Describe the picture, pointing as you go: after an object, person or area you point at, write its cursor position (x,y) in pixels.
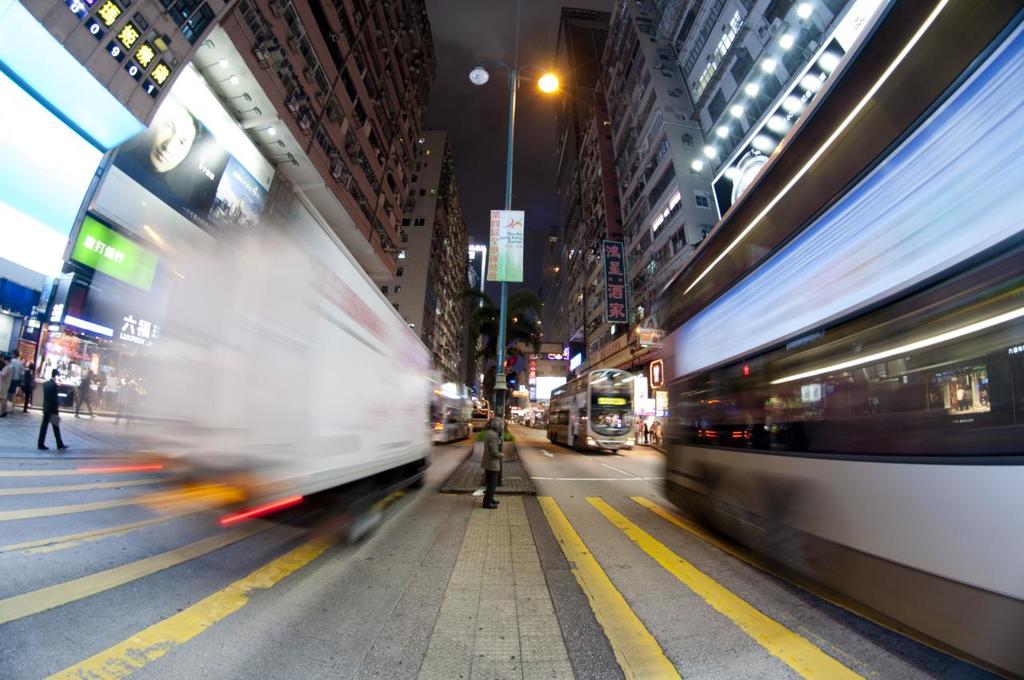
In this image there are some buses (976,612) riding on the road (681,612) beside them there are people (493,486) walking, also there are some electrical poles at the middle of road (627,587) and buildings (223,5) beside the road (573,596).
